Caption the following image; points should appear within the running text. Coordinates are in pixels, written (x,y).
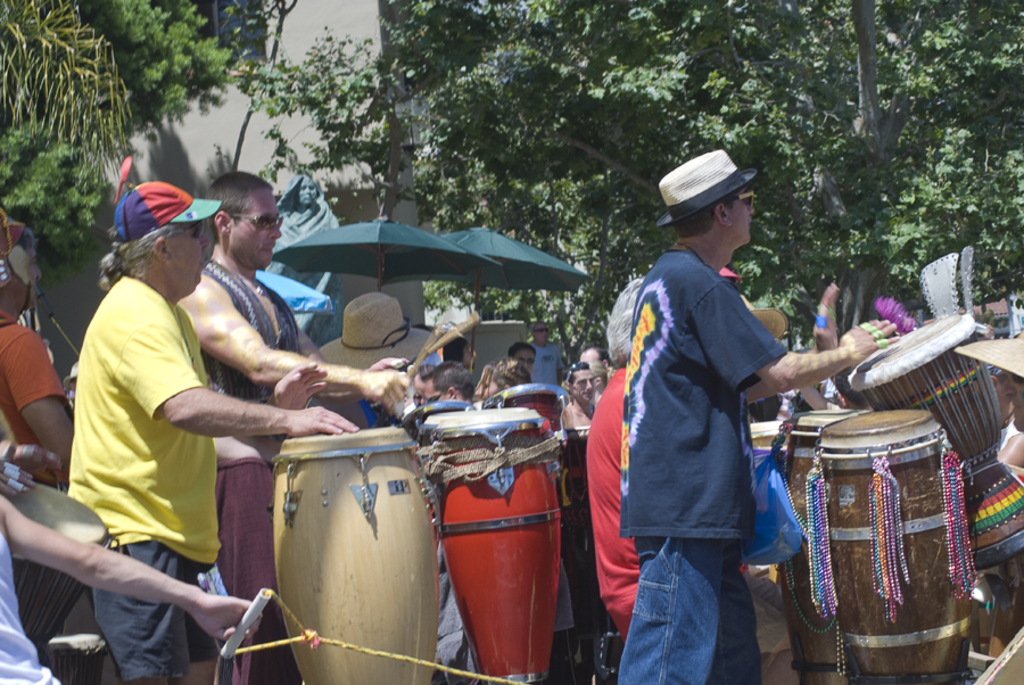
Few men (55,381) are playing drums (839,452). Some people (352,322) gathered around them. There are some trees (593,263) and buildings (148,148) in the background (49,190).
